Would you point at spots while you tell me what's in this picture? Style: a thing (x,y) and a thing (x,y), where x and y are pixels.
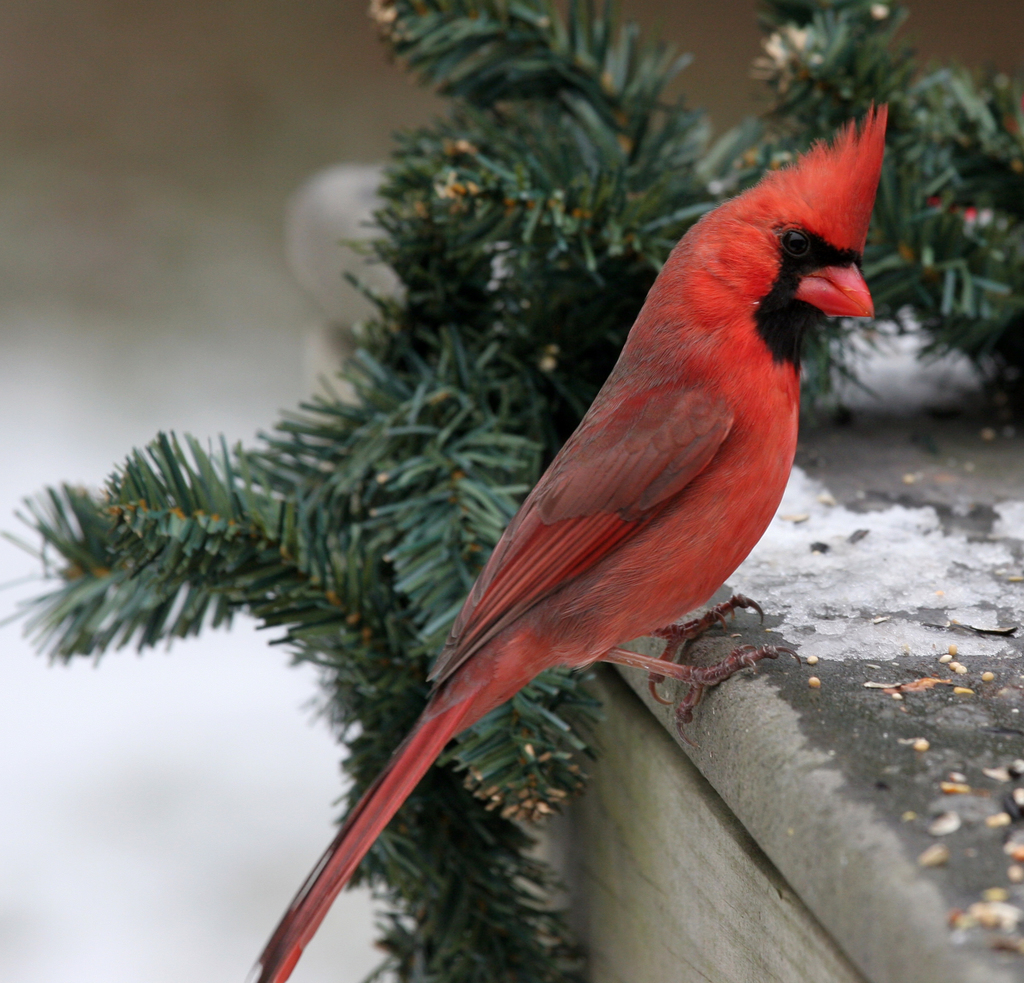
In this image, we can see a bird (676,436) sitting on the stone (681,767), we can see green leaves (456,402). There is a blurred background (281,757).
